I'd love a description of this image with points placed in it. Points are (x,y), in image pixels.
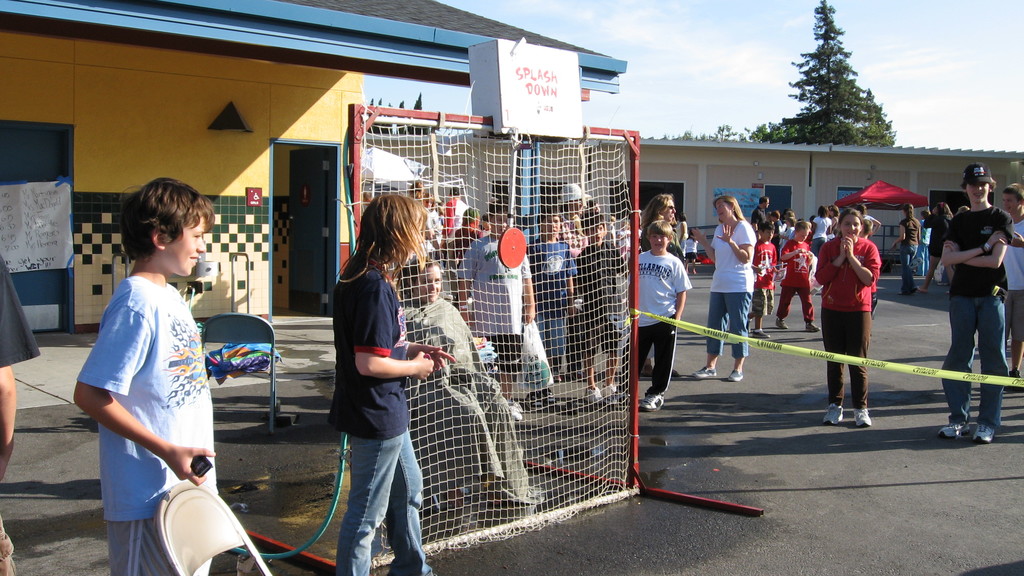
In this picture i can see a group of people (859,266) are standing on the ground (262,442). In the background (736,159) i can see trees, buildings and sky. On the left side (322,233) i can see wall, doors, chairs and other objects (220,351) on the ground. In the front (488,414) i can see a net (475,417) which has a box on it.
